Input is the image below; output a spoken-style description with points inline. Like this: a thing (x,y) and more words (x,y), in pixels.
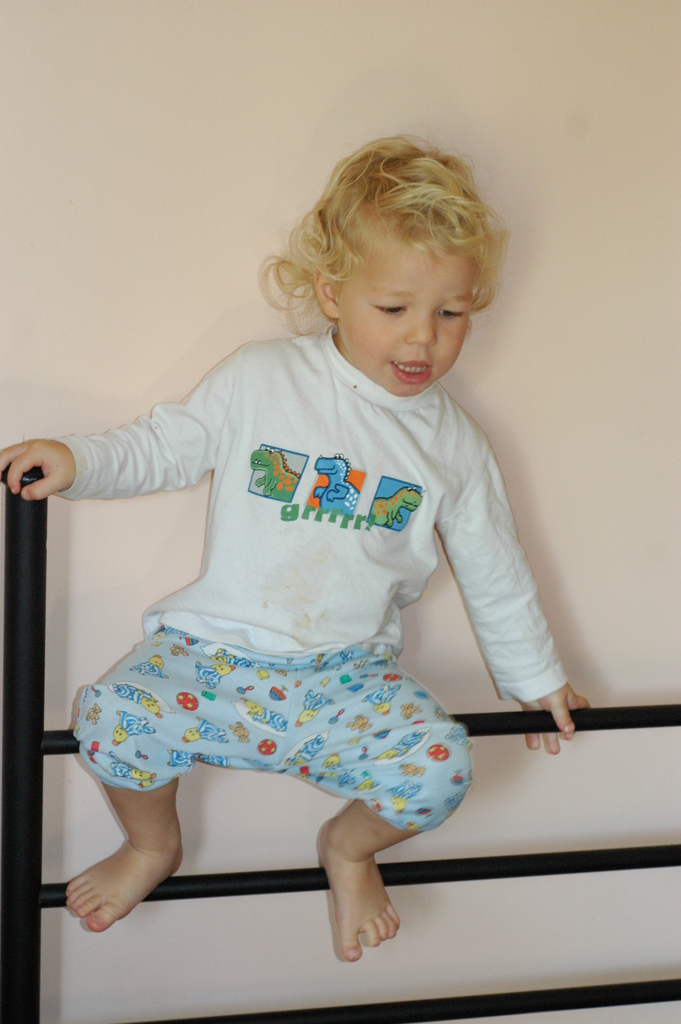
In this picture I can see a boy (310,604) sitting on the metal rod (630,723) and I can see a wall (336,126) in the background (271,129).
